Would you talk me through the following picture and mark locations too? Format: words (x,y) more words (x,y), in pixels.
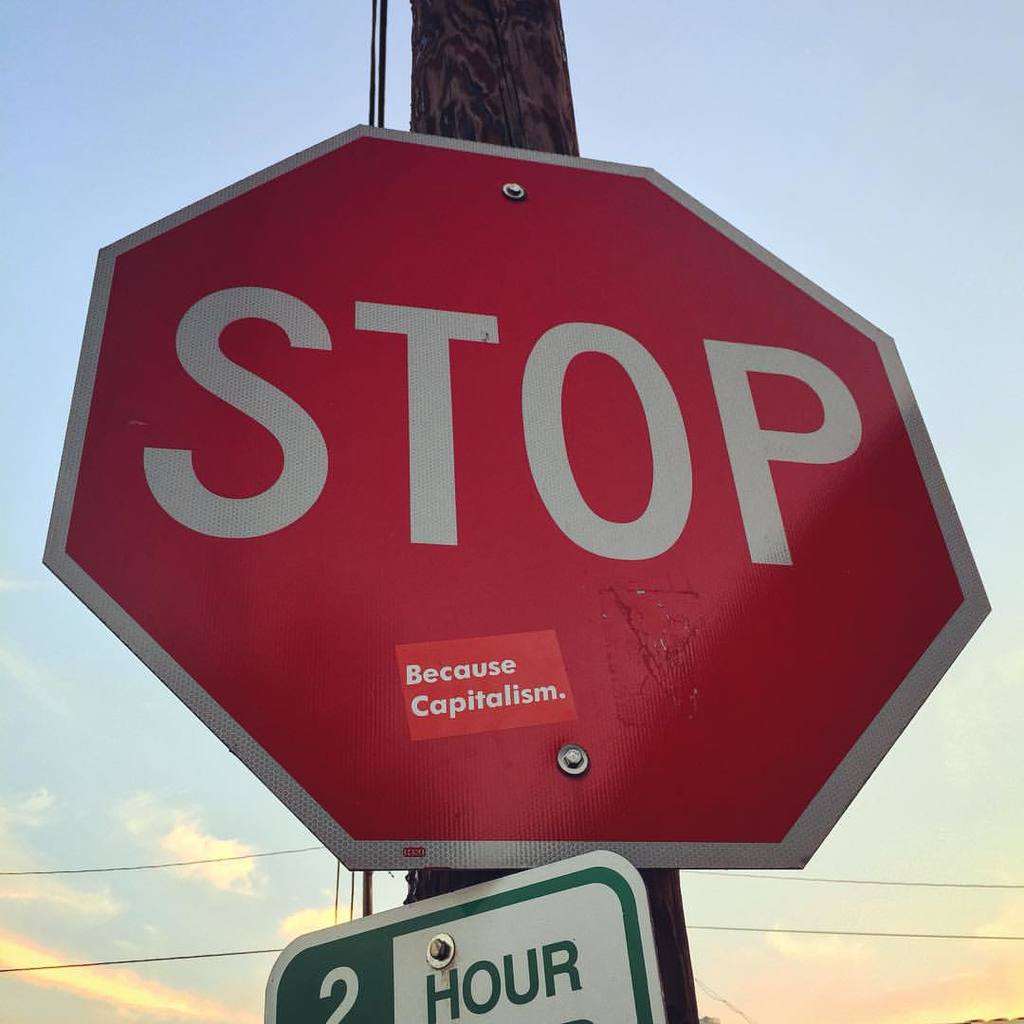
In this picture I can see there is a pole (525,134) and there is a stop board (622,424) and another board (573,953) attached to the pole (525,121). There are wires (157,866) visible in the backdrop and the sky (115,921) is clear.
